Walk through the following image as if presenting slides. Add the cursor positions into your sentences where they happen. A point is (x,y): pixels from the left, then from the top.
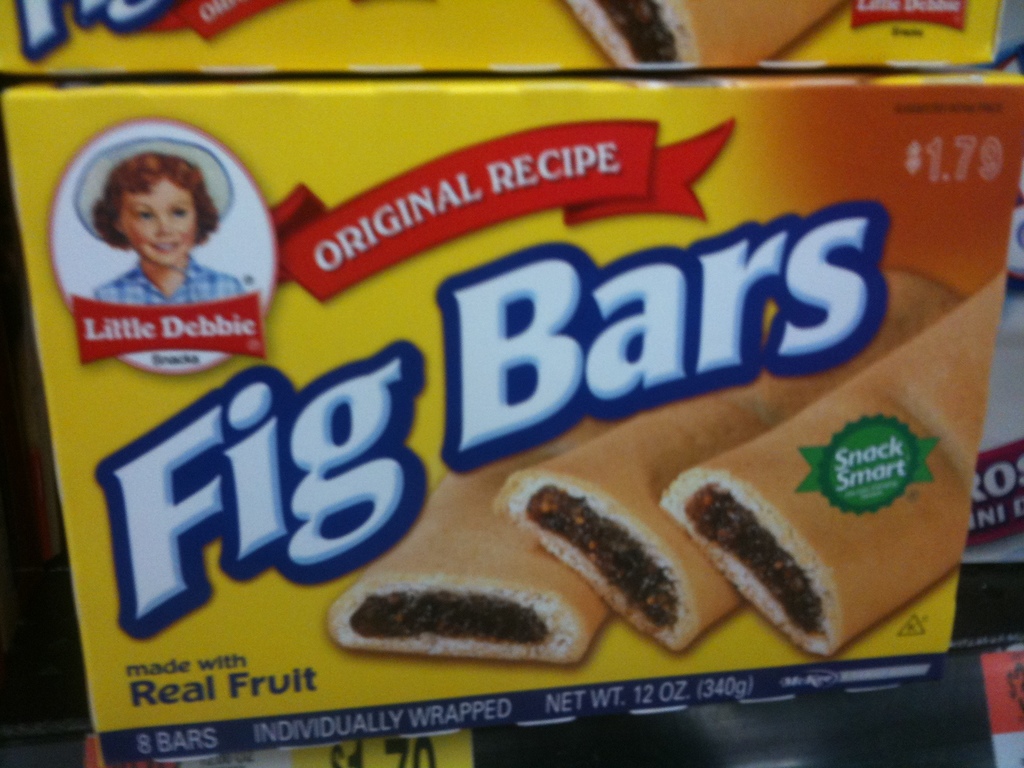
In this picture we can see boxes (852,241).
